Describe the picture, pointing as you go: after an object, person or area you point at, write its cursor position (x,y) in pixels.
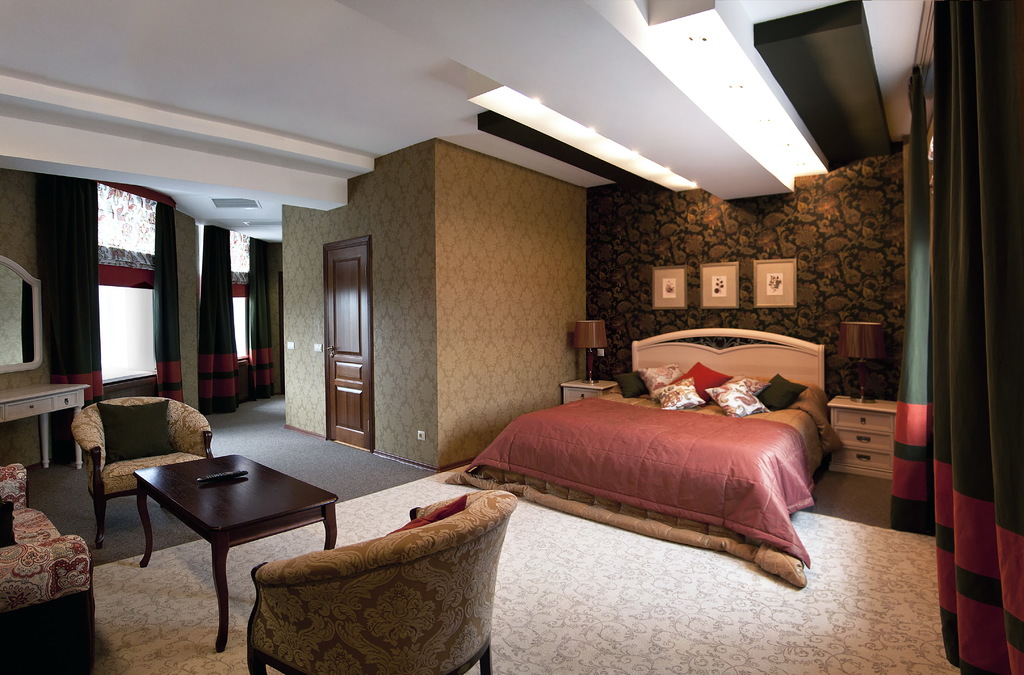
This picture is clicked inside the room (745,539). On the right corner of the picture (999,377), we see curtain (999,307) in green and red color. Beside that, we see a white table (867,431) on which lamp (871,355) is placed. Next to it, we see a bed (766,374) on which many pillows (673,392) and bed sheet (695,468) is placed. Behind the bed (713,493), we see three photo frames (716,285). Next to the bed (732,533), we see a door (346,344) which is brown in color and on the left bottom of the picture (178,483), we see three sofa chairs (290,597) and a table (267,497) in between them on which we see remote (214,475). On the left middle of this picture (46,398), we see a white table (27,403) and above it, we see mirror (16,316).
